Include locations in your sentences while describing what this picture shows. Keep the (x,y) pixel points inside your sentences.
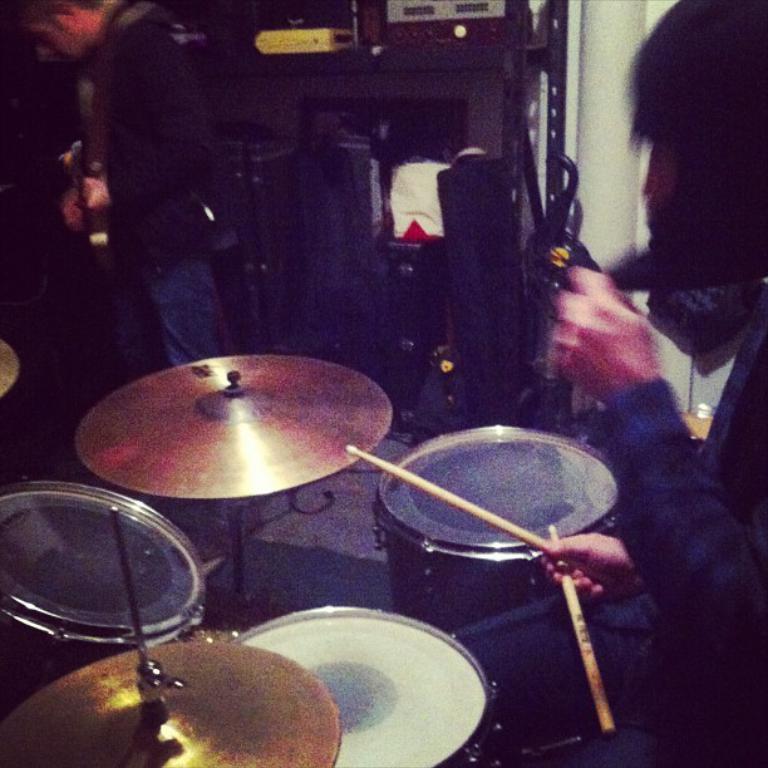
This image is taken indoors. At the bottom of the image (253,635) there are a few drums (353,640) and musical instruments (200,369). On the right side of the image (636,533) a man (637,476) is playing music on the drums (424,548). In the background (622,252) there is a wall (677,385) and a man (89,182) is standing and holding a guitar (82,243) in his hands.
